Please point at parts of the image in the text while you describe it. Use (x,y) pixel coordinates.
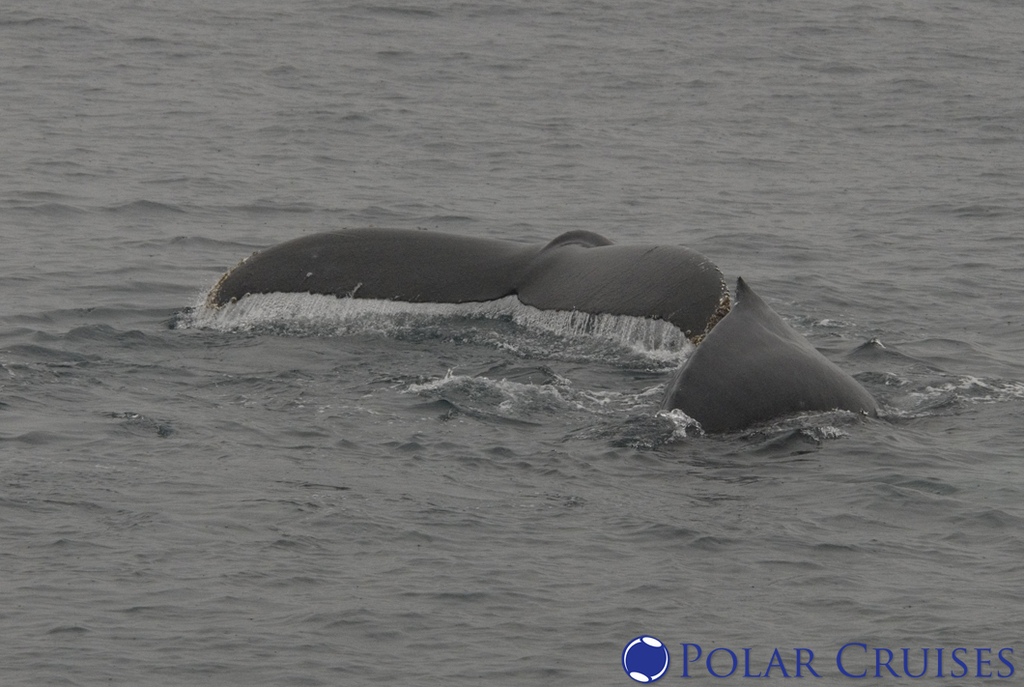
In this image there are two sea animals (432,277) in the water (444,416).
